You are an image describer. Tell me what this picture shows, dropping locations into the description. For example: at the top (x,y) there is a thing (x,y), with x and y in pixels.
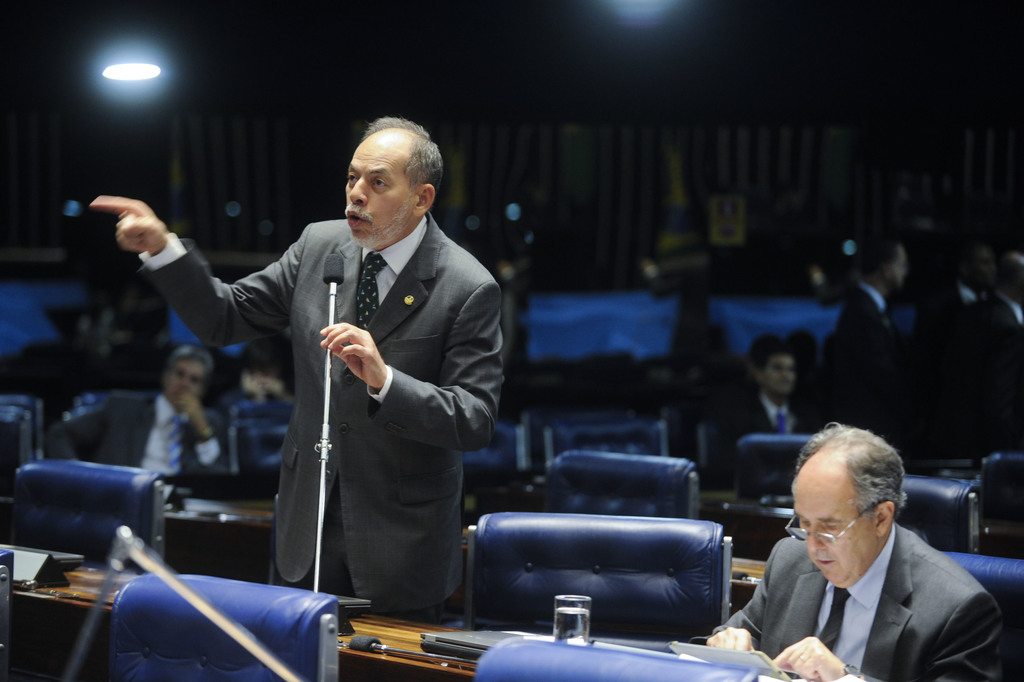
In this image there are people (868,457), lights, chairs (5,453) and tables (386,618). Few people (326,580) are standing and few people (813,458) are sitting on chairs (546,601). On the table (53,598) there is a mic stand (325,482), laptop (437,638), glass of water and objects (20,579). In the background of the image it is blurry.
